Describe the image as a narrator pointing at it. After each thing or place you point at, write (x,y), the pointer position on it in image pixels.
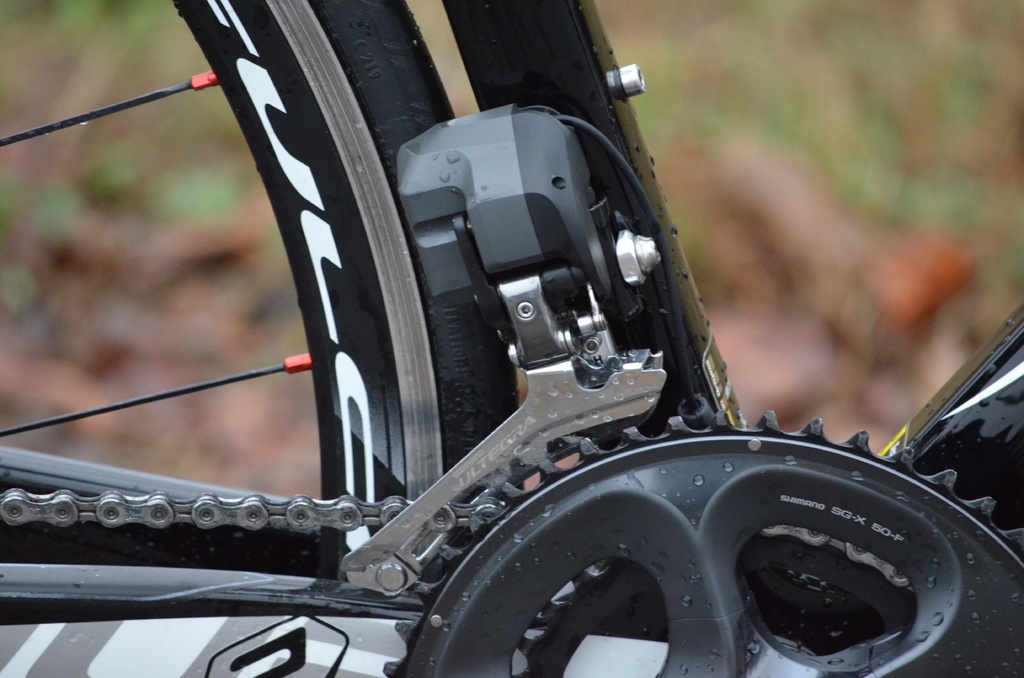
In this image I can see a bicycle wheel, chain (24,519) and other devices (596,342) of the cycle (511,146) with a blurred background (842,68).
